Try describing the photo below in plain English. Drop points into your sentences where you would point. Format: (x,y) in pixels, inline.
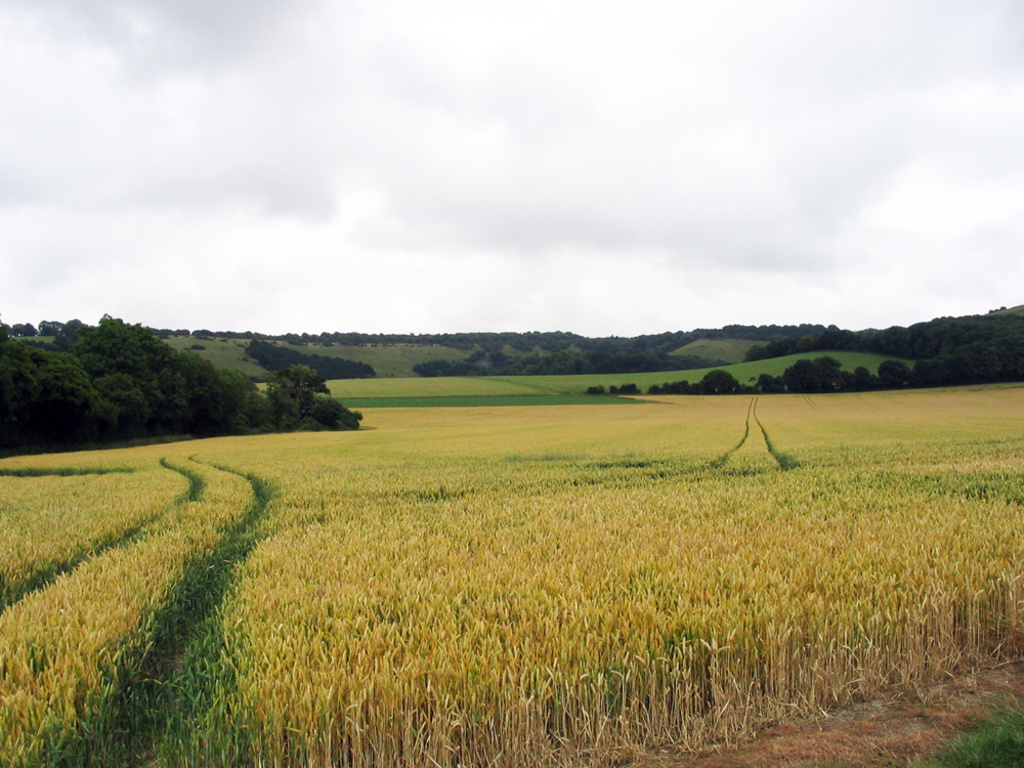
In this image I can see the grass (595,581) which is in yellow color. In the background (254,370) I can see many trees (418,371), mountains (405,357), clouds (481,181) and the sky (511,240).
